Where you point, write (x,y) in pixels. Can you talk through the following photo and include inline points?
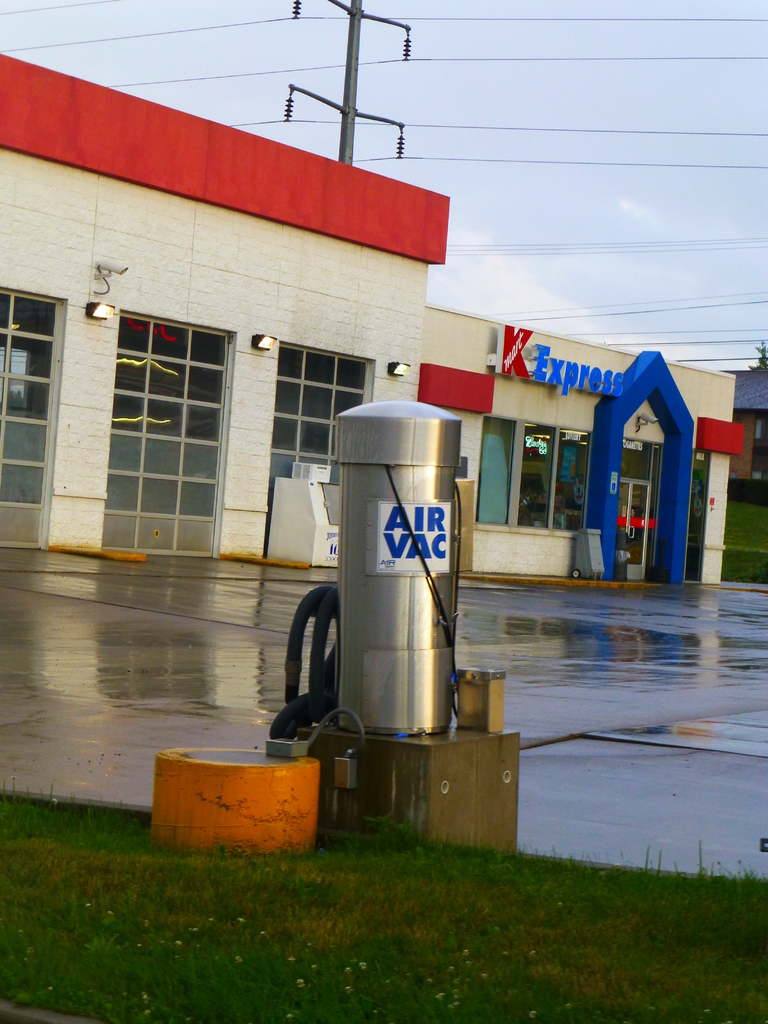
At the bottom of the image (301,977) on the ground (390,903) there is grass (149,916). And also there is a machine (428,655). Behind the machine (358,507) there is floor (250,597). In the background (459,360) there are stores (365,299) with glass walls (141,417), pillars (104,404), lamps (108,311) and roofs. And also there is a name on the wall (548,402). Behind the store (230,278) there is an electrical pole (340,148) with wires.
